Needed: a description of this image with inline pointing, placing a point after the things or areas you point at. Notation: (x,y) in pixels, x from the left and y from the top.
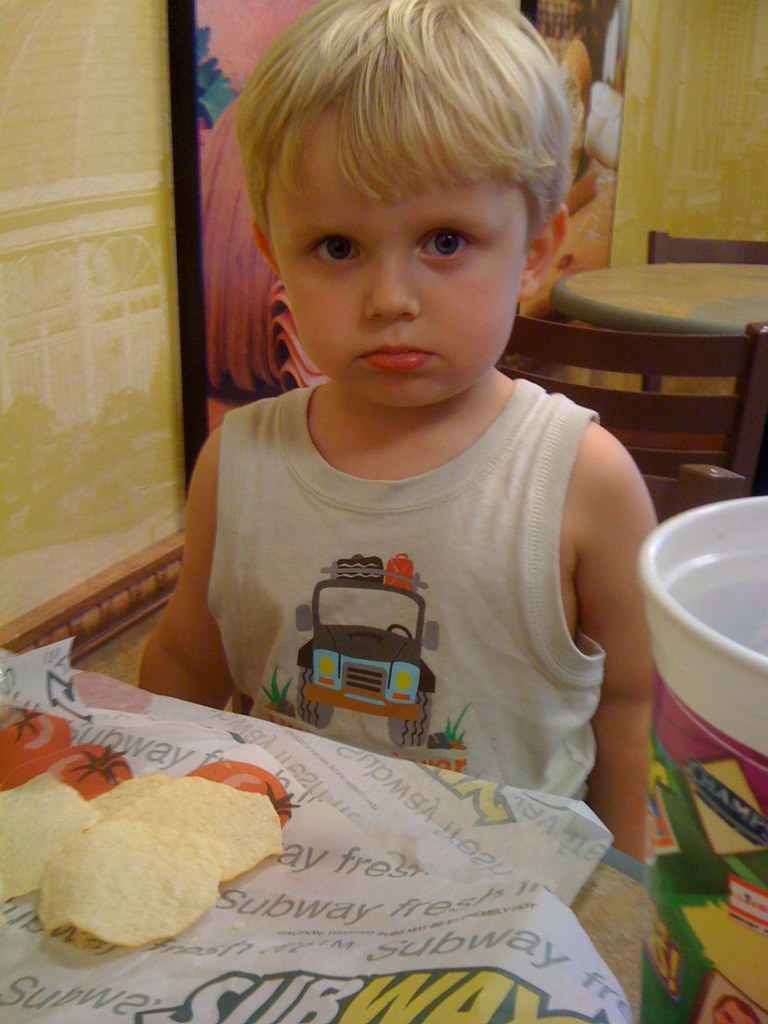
In this image i can see a child (426,533) wearing a white inner (407,548) is sitting in front of a table (198,710). On the table (410,837) i can see few papers (358,890) and few food items (125,786). In the background (639,433) i can see few chairs (661,354), a table (677,323), the wall (693,140) and a photo frame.
